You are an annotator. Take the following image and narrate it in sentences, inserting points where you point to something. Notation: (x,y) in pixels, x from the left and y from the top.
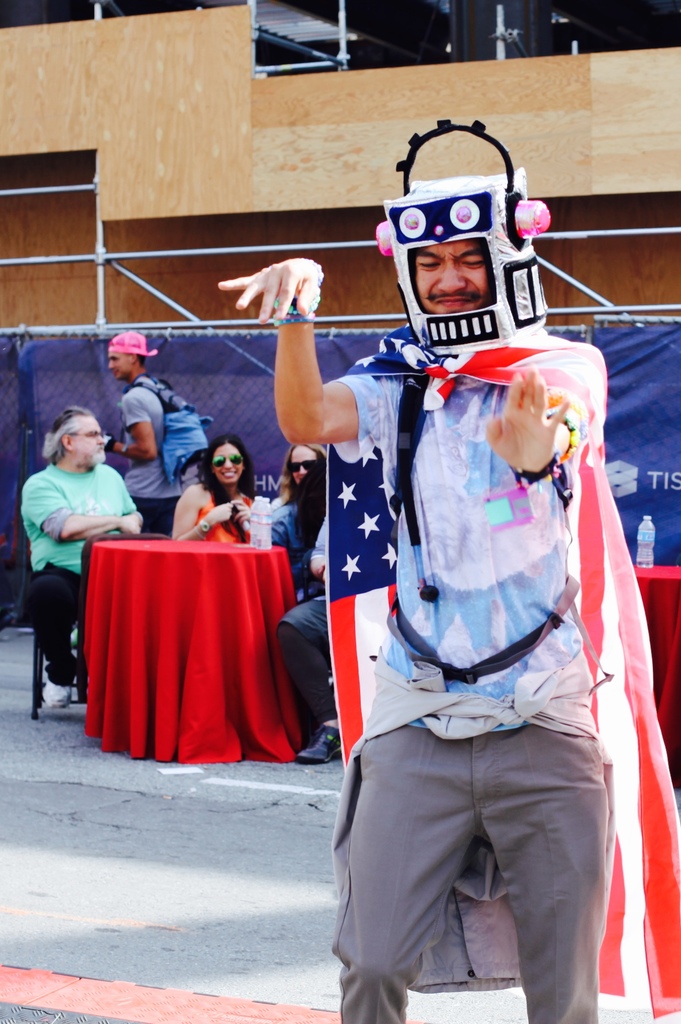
This picture describes about group of people (405,569), few are sitting on the chairs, in front of them we can find few bottles (264,504) on the tables (232,668), behind them we can see few metal rods (178,325).
